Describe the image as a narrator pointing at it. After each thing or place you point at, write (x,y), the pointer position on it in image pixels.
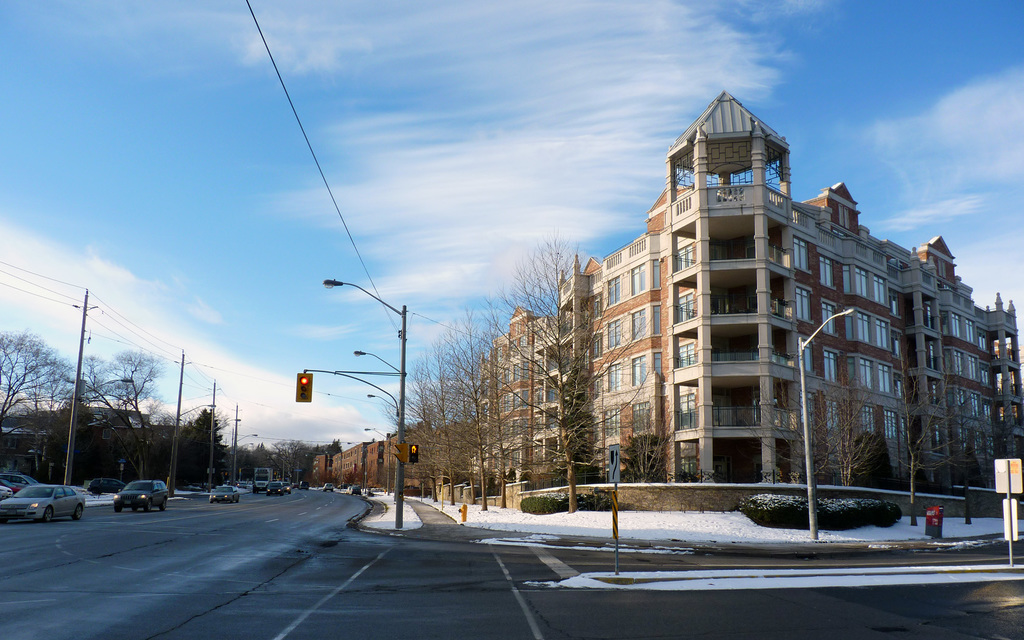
In this picture there is a view of the road (258,608) with some snow (559,524) and street lights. On the left side (59,502) we can see some cars (211,499) are moving on the road (166,533). On the right side (993,320) there is a brown color building (831,350) with glass window (835,363).
